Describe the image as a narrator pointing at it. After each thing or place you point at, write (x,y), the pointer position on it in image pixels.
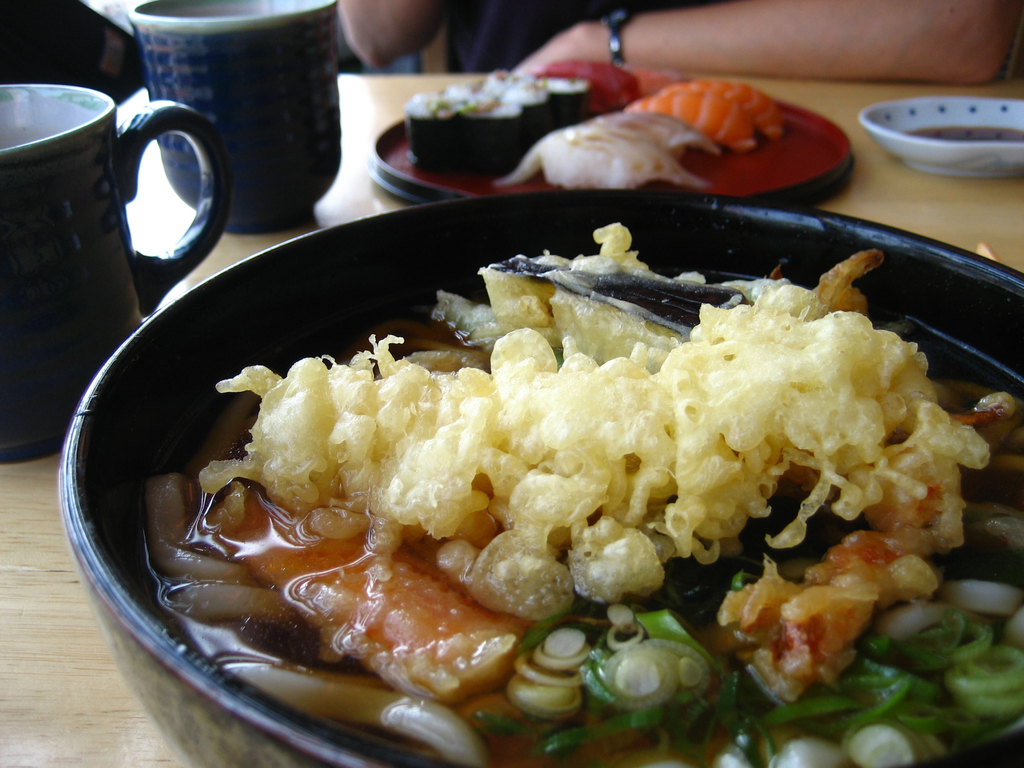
In this image there is a table (74,680) on which there are two cups (157,123) on the left side (133,135) top. Beside the cups (166,255) there is a bowl (237,308) in which there is some food (678,620). In the background (431,9) there is a person (537,32) sitting in the chair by keeping one of his hand (731,33) on the table (852,94). In front of him there is a plate (784,160) on which there is some food (633,117).
